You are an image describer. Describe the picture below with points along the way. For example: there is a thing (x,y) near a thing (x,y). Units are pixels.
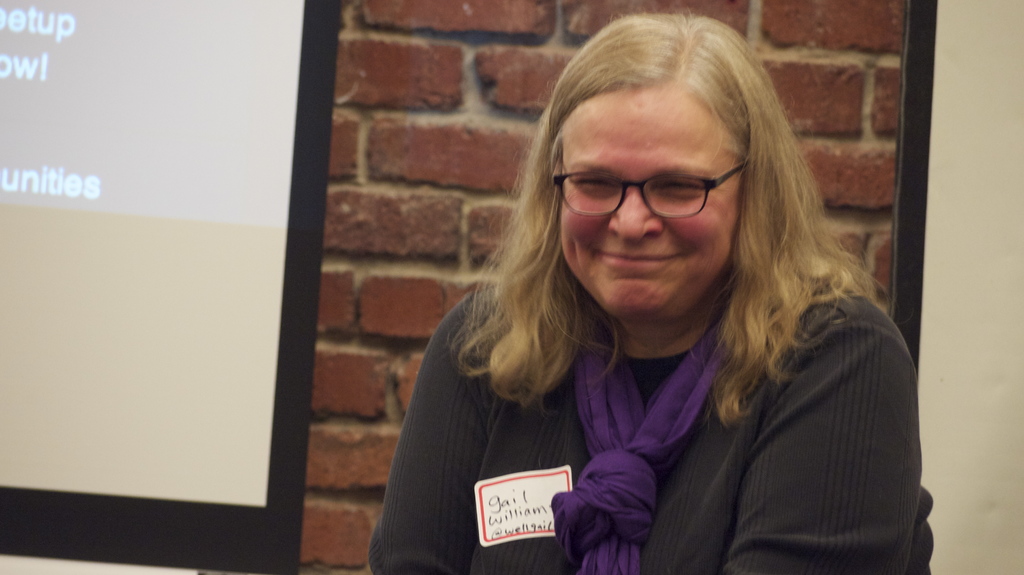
In the foreground of this picture (568,320), we see a woman (596,351) in black T shirt (801,464) and a purple scarf (639,445) to her neck (632,334) and she is having smile (647,261) on her face (635,264). In the background (385,309), we see brick wall (412,104) and a screen (243,156).
